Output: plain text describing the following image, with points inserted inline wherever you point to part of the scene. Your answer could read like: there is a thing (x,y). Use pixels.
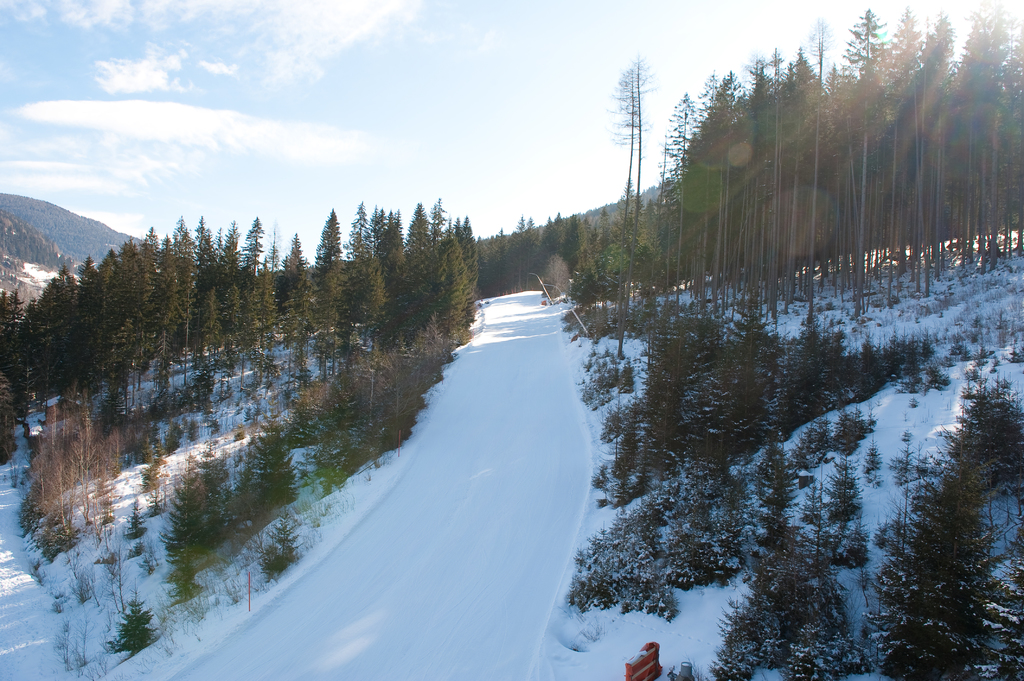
This is an outside view. At the bottom (431,590), I can see the snow (452,626) and there is a path (477,455). On both sides there are many plants (710,580) and trees (281,292). On the left side (36,233) there is a hill (52,213). At the top of the image (412,105) I can see the sky (370,113) and clouds (170,135).
